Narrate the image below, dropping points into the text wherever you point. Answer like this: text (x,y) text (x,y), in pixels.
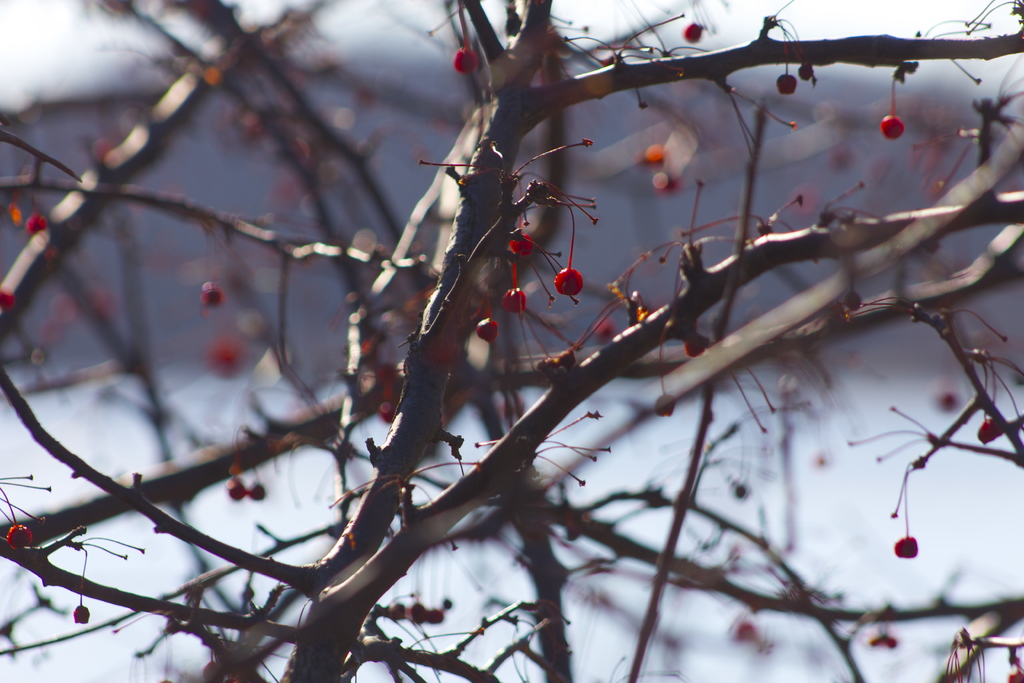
In this image we can see a tree (461,492) and a blurry background (779,471).
